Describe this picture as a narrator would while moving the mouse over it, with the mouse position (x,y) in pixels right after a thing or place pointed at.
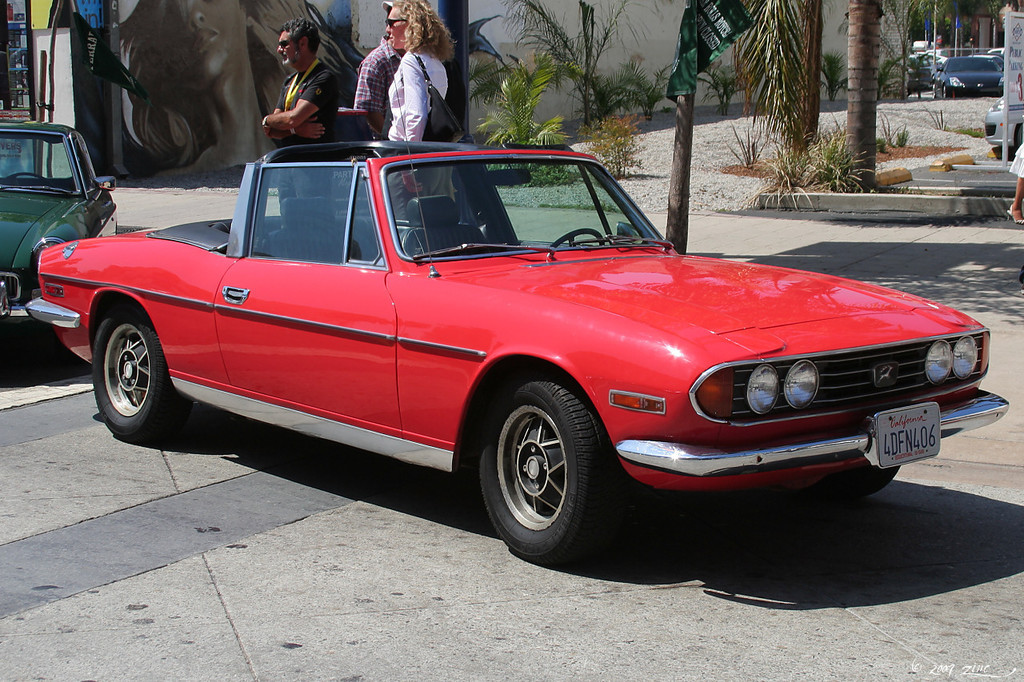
This image is taken outdoors. At the bottom of the image (460,598) there is a floor (204,494). In the background (731,50) there is a wall (189,50). There are a few plants (632,100). There are a few trees (965,11) and a few cars (960,79) are parked on the ground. On the left side of the image (336,158) two cars (467,266) are parked on the ground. In the middle of the image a few people (414,109) are standing. On the right side of the image (853,81) there are a few trees (858,112) and there is a board (1016,40) with a text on it and a car (1000,119) is parked on the ground (1000,186).
